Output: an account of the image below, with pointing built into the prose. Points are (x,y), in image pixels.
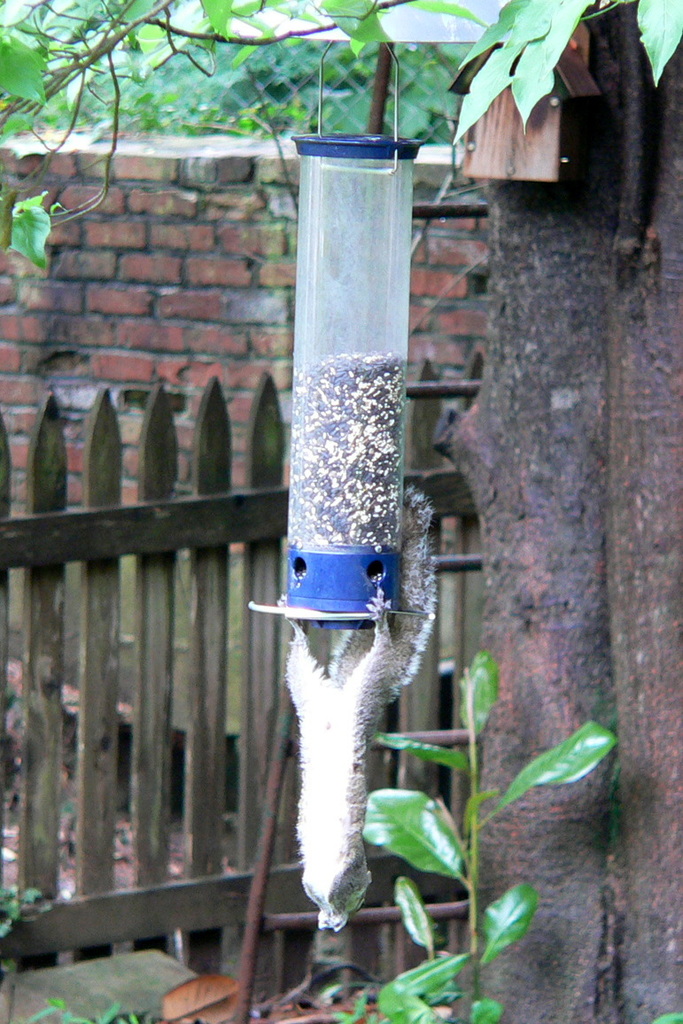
In this image, we can see a container (367,421) with seeds (367,521). Here we can see an animal (330,813). Background (198,334) there is a wooden fencing (142,669), brick wall (228,371), plants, tree trunk (561,566). Top of the image (506,69), we can see leaves (555,22) with stems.
